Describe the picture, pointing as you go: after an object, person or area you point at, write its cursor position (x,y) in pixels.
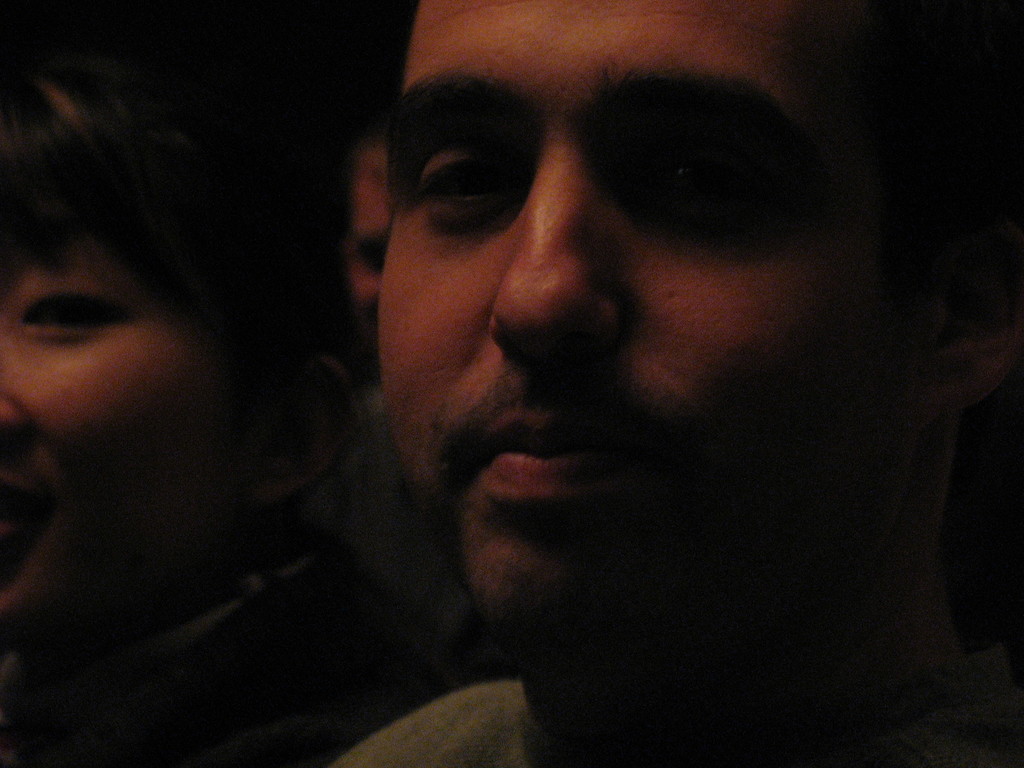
Here we can see three persons (705,461) and there is a dark background (261,48).
